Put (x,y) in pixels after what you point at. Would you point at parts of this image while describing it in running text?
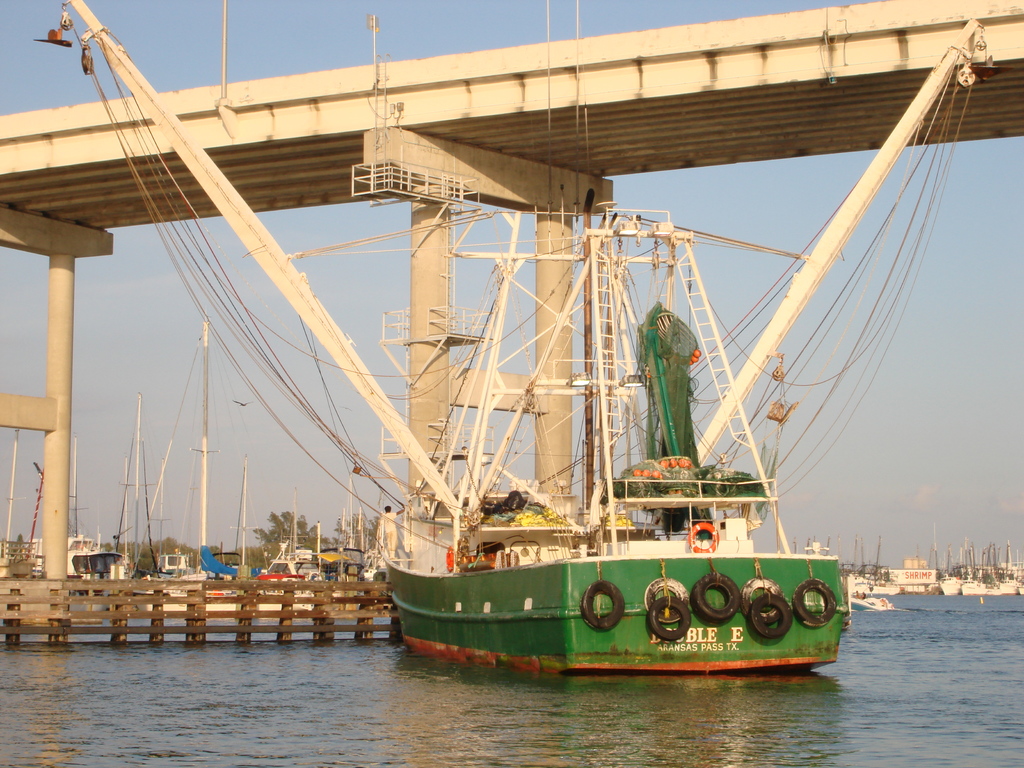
In this picture I can observe a boat (525,259) floating on the water (263,694) in the middle of the picture (605,415). On the left side (203,607) I can observe wooden railing (256,628). In the top of the picture (370,147) I can observe a bridge (370,147). In the background (337,209) I can observe sky (945,363).
